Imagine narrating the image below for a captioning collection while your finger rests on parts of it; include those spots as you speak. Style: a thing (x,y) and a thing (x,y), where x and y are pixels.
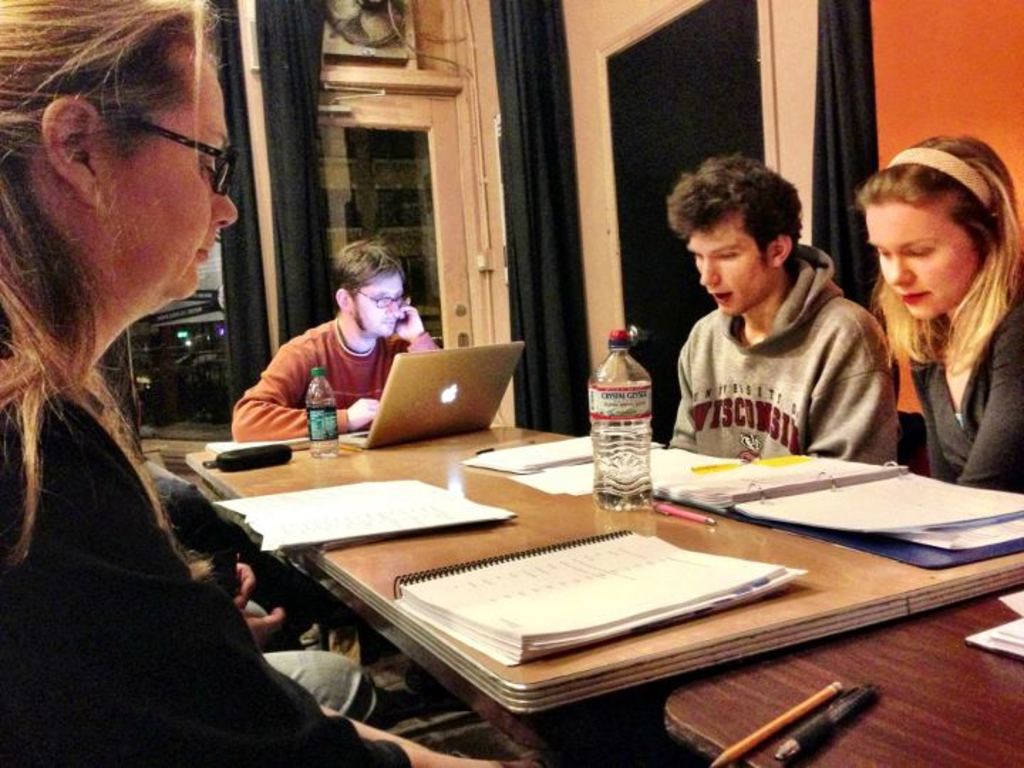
These persons (13,621) are sitting. There is a table (701,540). On the table (658,521) we can see books (738,468), pen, bottle (602,400), laptop (414,382). On the background (890,94) we can see curtain (855,42), wall (594,41).
